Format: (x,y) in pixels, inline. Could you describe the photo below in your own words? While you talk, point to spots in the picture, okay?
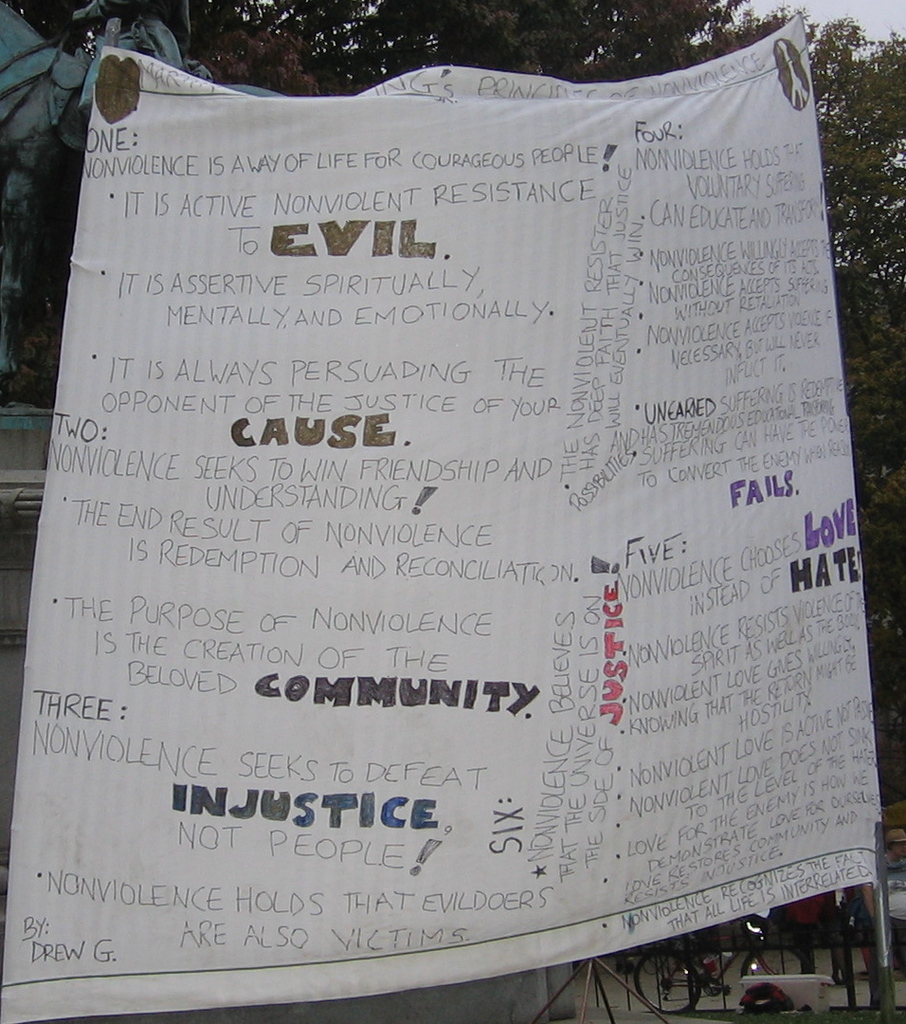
In the front of the image (284,578) there is a banner (646,901). Something is written on the banner (364,700). In the background of the image (880,436) there are trees (893,281), sky (721,6), bicycle (710,970) and objects (778,1002).
